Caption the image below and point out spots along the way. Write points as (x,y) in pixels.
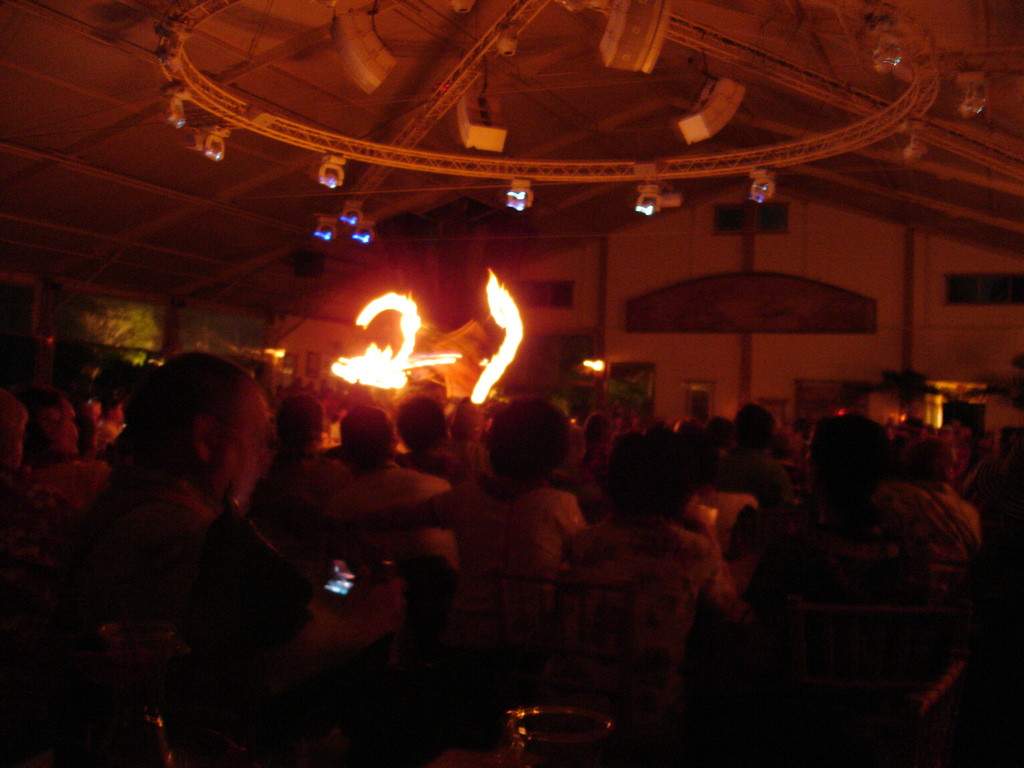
This picture shows the inner view of a building (875,257). There are some lights (179,100) and some objects (366,81) are attached to the ceiling (208,69). There are some objects (590,363) attached to the wall (543,355), some people (599,480) are sitting on the chairs (534,637) and some people (304,606) are holding some objects (347,369). Some objects (559,730) are on the surface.
